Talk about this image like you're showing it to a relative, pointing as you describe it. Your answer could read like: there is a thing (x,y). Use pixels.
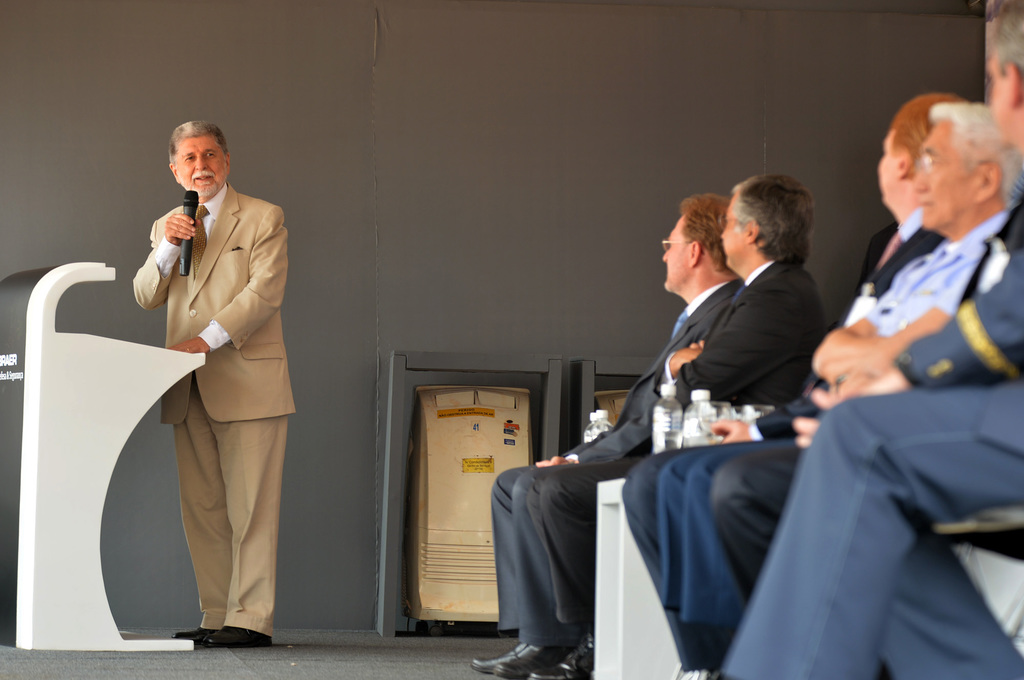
This is a picture from a meeting or a conference. On the right side (900,630) there are five men (819,320) sitting in chairs (988,582). There are water bottles (671,427) and glasses (724,417) on the desk (616,607). On the left (264,488) there is a person (247,359) standing near the podium (110,357), holding a mic (189,200), he is talking. In the background (403,119) there is a wall (509,82) in grey color.
